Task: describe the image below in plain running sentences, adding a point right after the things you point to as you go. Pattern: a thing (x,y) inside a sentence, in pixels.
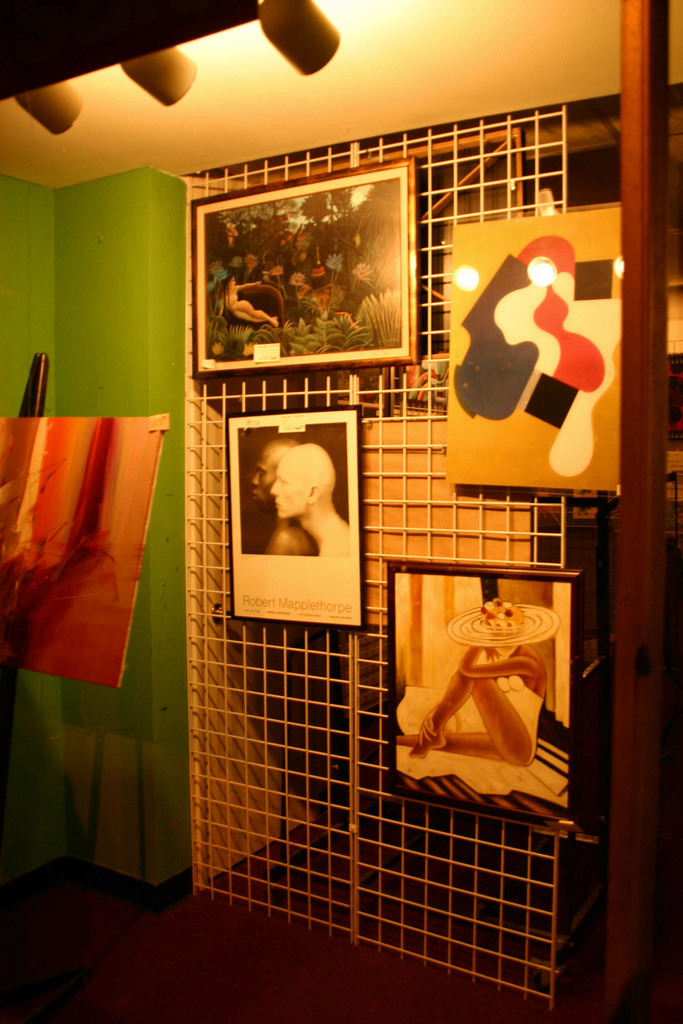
In this picture, we see a white color grill door (233,712) on which photo frames (485,728) are placed. Beside that, we see a green wall (108,376) on which photo frame (94,534) is placed. At the top of the picture (503,45), we see the ceiling (514,97) of the room (427,1010). This picture is clicked inside the room (371,784).
